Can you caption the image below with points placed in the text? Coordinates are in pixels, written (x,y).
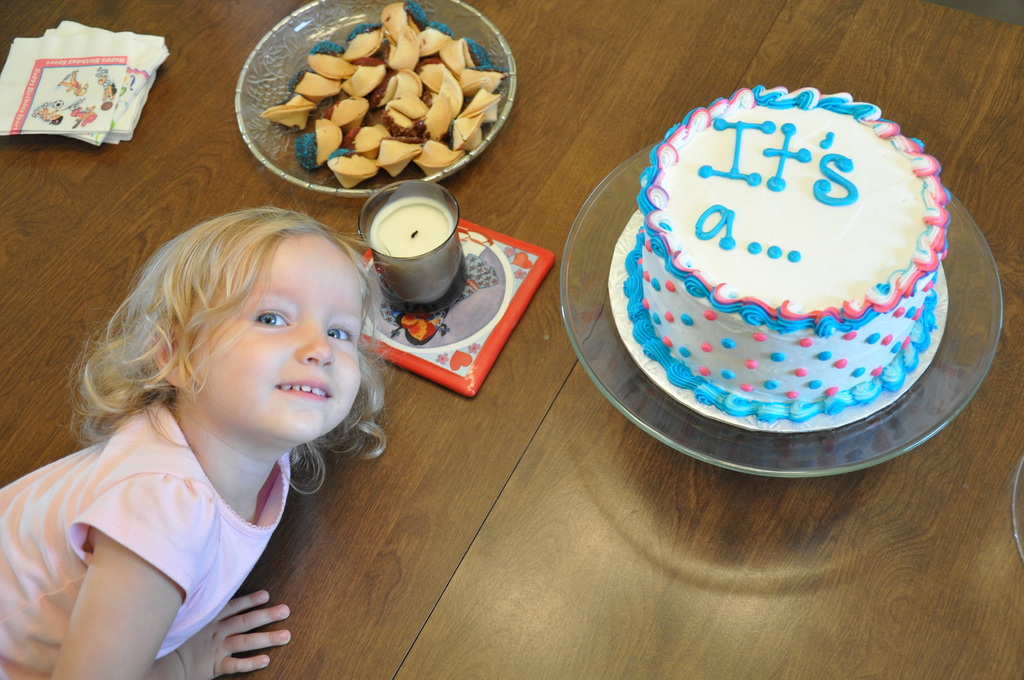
In the foreground of the image (123,460) we can see a girl (273,367) wearing a dress (170,538). In the center of the image (509,297) we can see a candle (414,255) placed on board (480,325). In the background (792,208), we can see some plates (352,122) containing food (891,236) and some papers (76,98) are placed on the wooden surface (86,168).
